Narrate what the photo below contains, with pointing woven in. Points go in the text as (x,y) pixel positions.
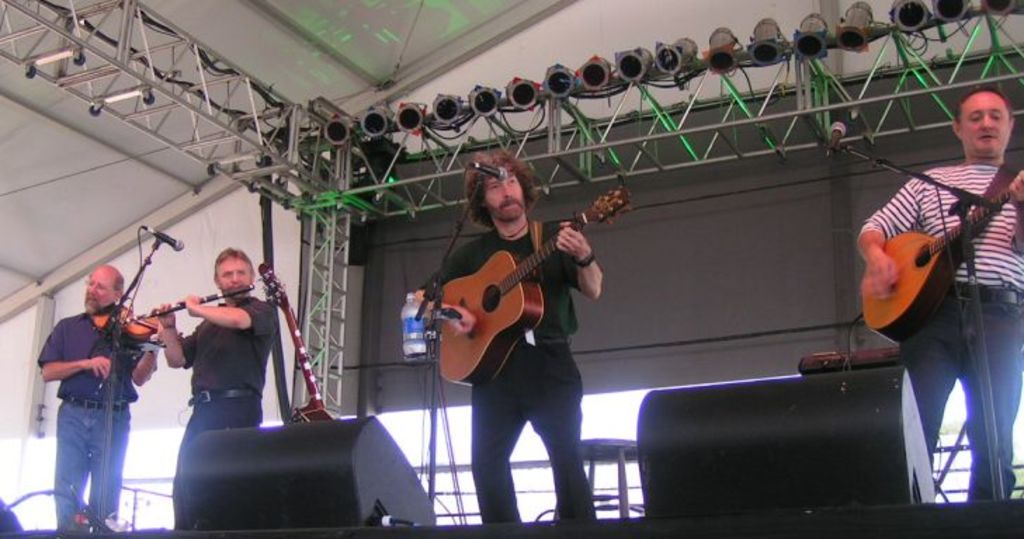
In this picture there are four men (483,195) who are playing musical instruments (452,301). There is a bottle (414,331) and a mic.
